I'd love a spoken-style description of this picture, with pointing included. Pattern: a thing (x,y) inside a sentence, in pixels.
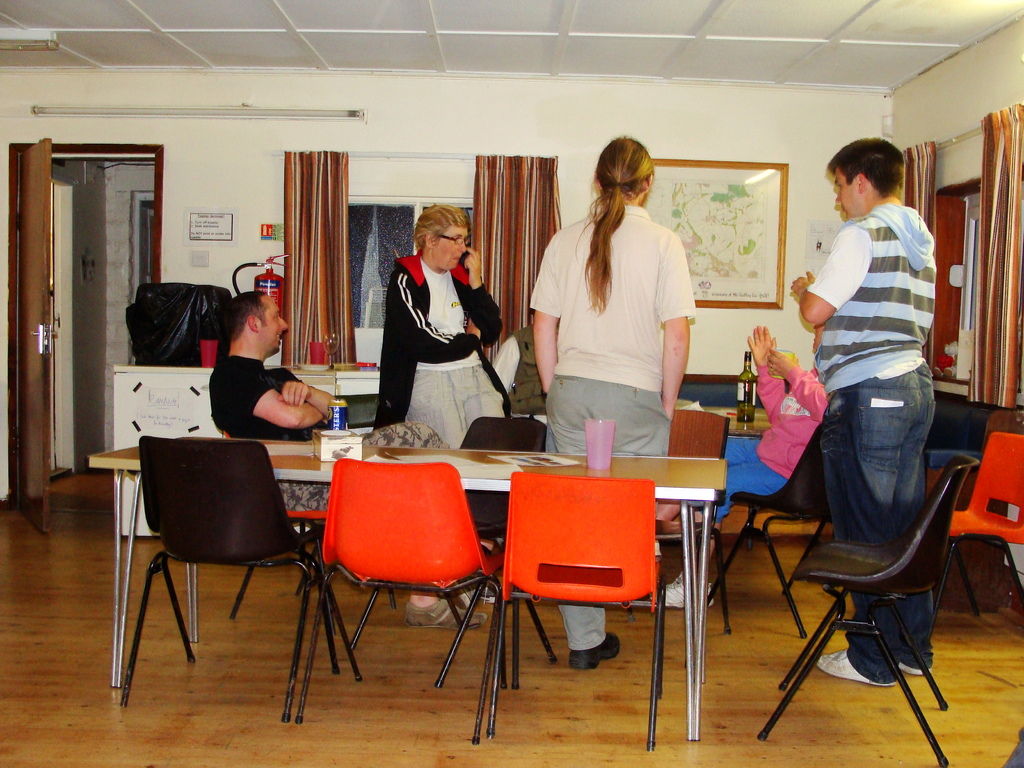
There are five members (590,353) in this picture two of them was sitting in the chairs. Three of them were standing. There are men (873,440) and women (805,373) in this group (861,444). Behind them there is a table (610,471) on which some glasses (601,449) and boxes (340,451) were placed. There are some empty chairs (436,582). In the background (309,293) there is a curtain (513,222) and a photo frame (702,181) attached to the wall (511,119).
